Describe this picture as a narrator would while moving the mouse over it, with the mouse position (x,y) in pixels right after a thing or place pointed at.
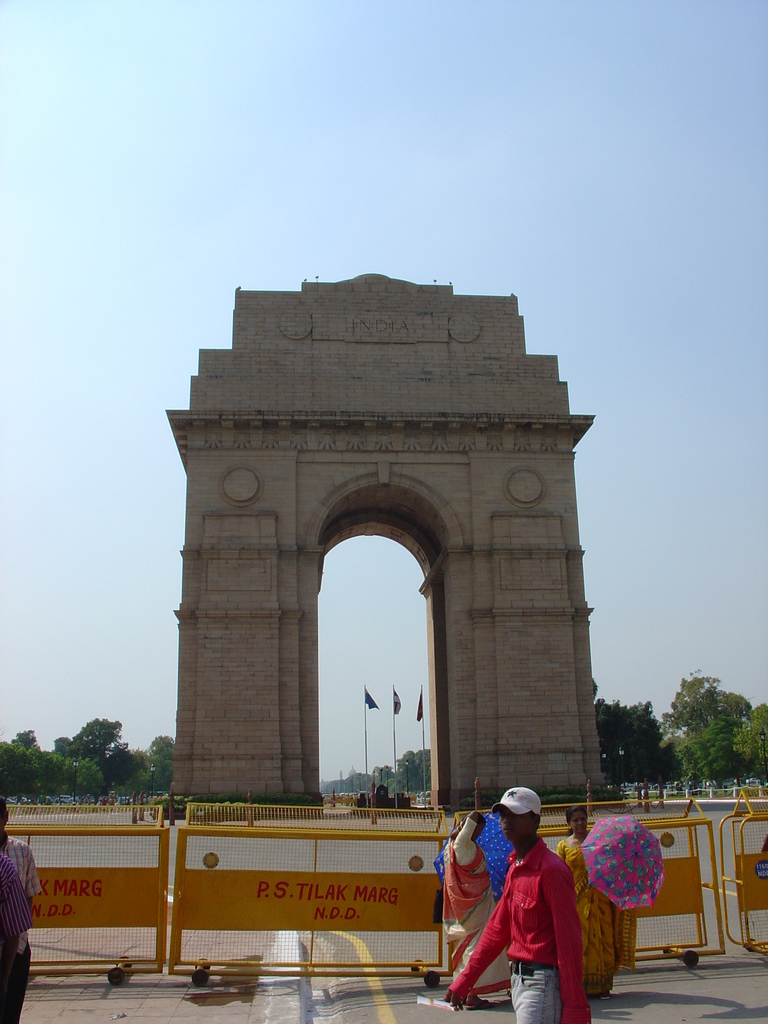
A man (540,912) is standing wearing a cap (527,799), red shirt (537,881) and pant (527,1003). There are other people (619,954) standing. A woman (609,902) is holding an umbrella (628,861). There are yellow barriers (725,881) and there is India gate (308,744). There are trees (97,737) at the back (97,737).
